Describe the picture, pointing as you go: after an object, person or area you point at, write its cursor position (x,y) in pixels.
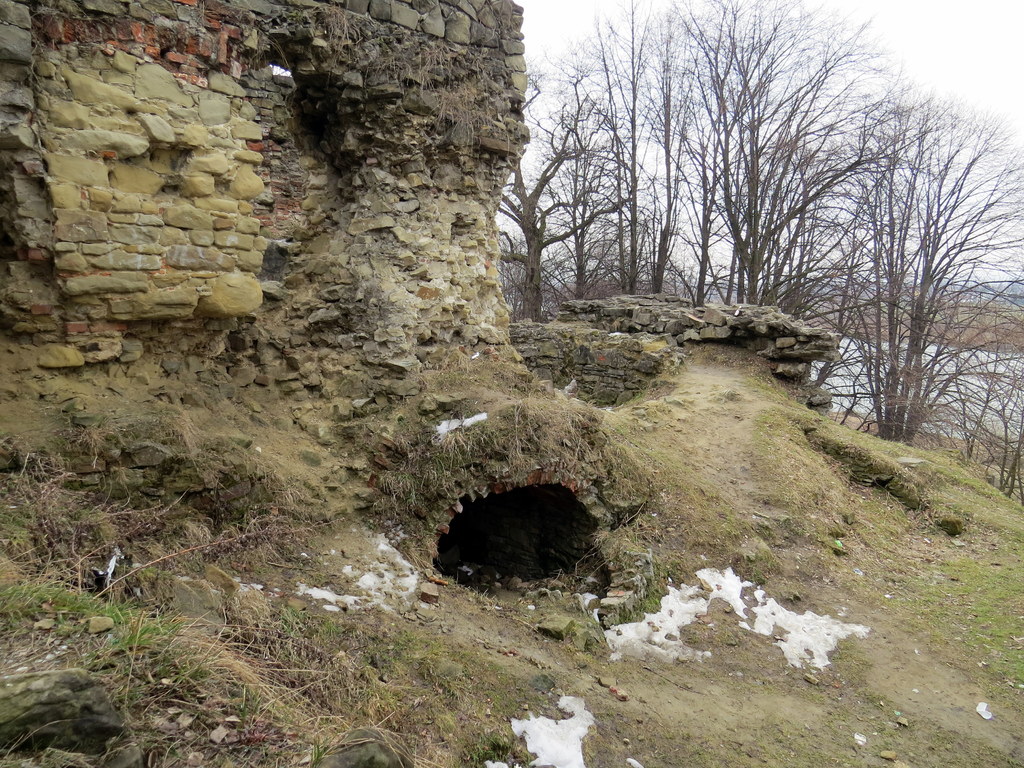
In the foreground (295,684) we can see grass (417,527), stones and soil (611,707). In the middle of the picture (624,323) we can see a stone construction (502,327). In the background (779,198) there are trees (710,55) and sky (1010,93).
